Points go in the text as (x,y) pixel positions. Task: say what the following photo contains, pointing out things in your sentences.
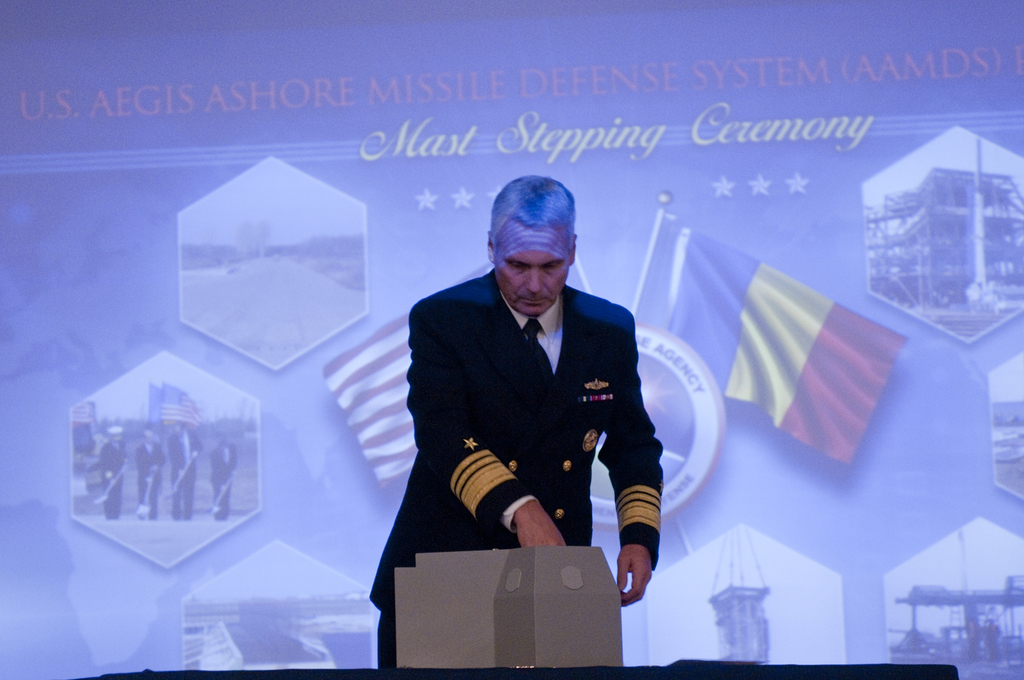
In the center of the image (568,389), we can see a person (475,415) wearing uniform (525,452). At the bottom (511,561), there is a box (462,618) on the table (548,669). In the background (746,193), there is a screen (774,289).
